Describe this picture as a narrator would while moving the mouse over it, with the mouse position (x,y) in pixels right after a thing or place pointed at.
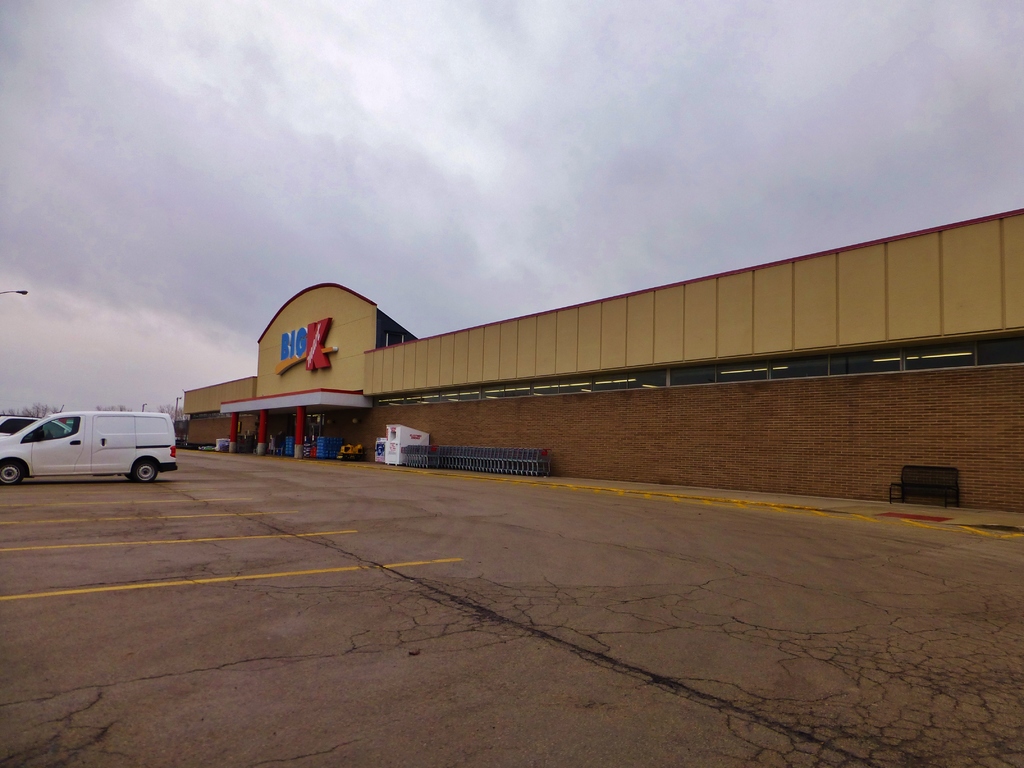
In this picture we can observe a white color vehicle (86,435) on the left side (103,448). There is a building (368,421) on the right side (771,454). We can observe a road (363,614). In the background (396,184) there is a sky (443,184) with some clouds (344,137).
